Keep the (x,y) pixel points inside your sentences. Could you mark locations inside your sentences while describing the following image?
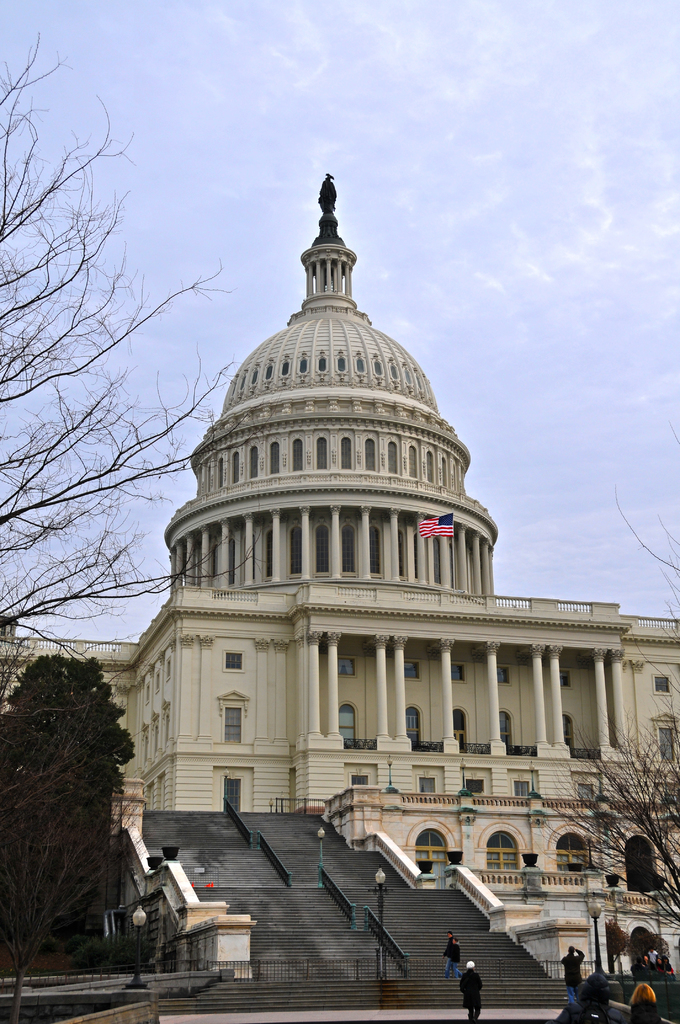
In this image there is a building (435,664). There is a flag (444,530) on the building (449,561). There are steps (274,922) to the building (291,810). Beside the steps (272,876) there are railings (260,834) and light poles (383,889). There are few people (637,998) walking in the image. There are trees (64,845) and light poles (139,922). At the top (274,108) there is the sky (300,155).
